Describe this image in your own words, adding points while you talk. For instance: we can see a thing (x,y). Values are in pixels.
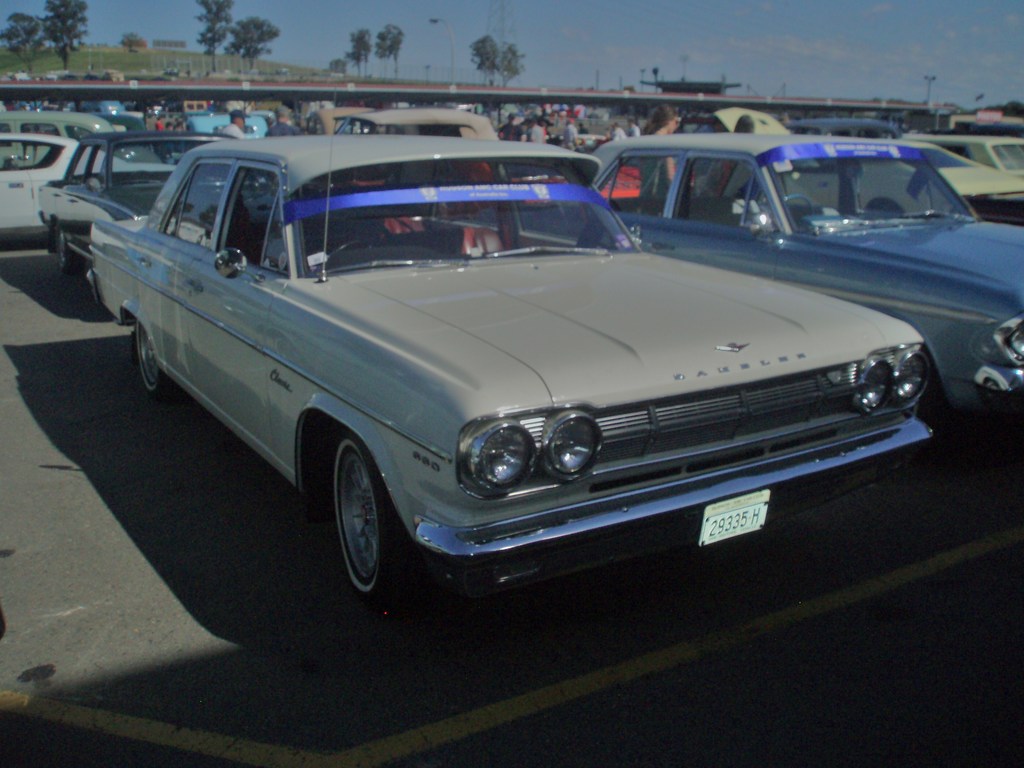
In this image, we can see so many vehicles (441,385) are parked on the road (648,719). Background we can see few people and trees (24,60). Top of the image (703,69), there is a sky (648,36).
